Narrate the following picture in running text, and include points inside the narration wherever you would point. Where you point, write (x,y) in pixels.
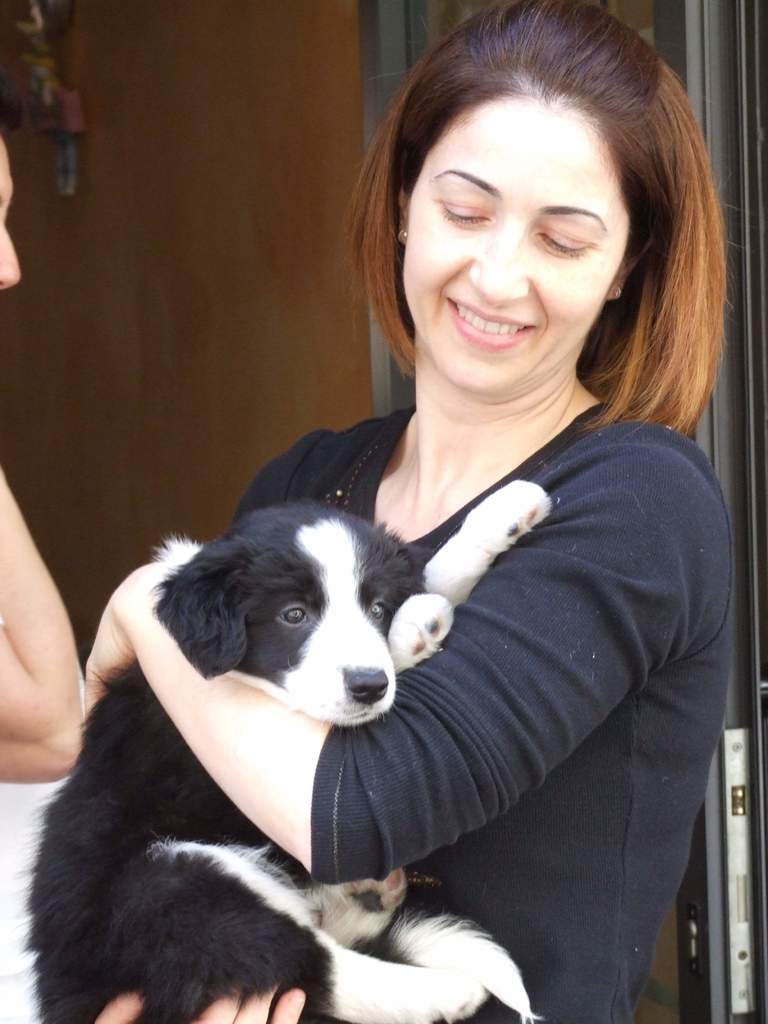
In this image I can see two people (255,480). I can see one person (284,834) holding the dog (214,789) which is in black and white color. And there is a brown color background (242,360).
